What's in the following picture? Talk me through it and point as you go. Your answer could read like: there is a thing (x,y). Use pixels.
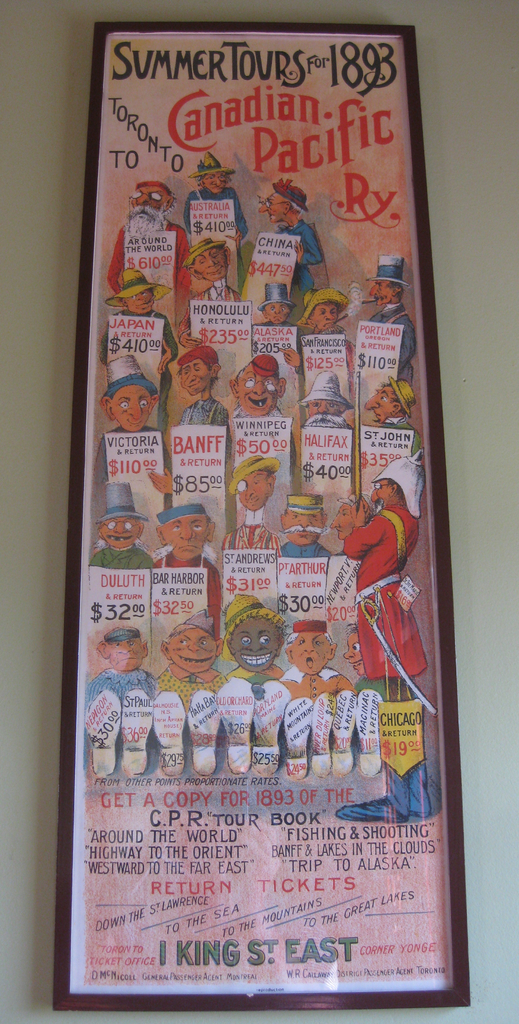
In the image we can see the frame (271,461) stick to the wall (9,258). In the frame (240,424) we can see the text (255,435) and animated pictures (310,240) of people (141,419), and the wall (12,405).
